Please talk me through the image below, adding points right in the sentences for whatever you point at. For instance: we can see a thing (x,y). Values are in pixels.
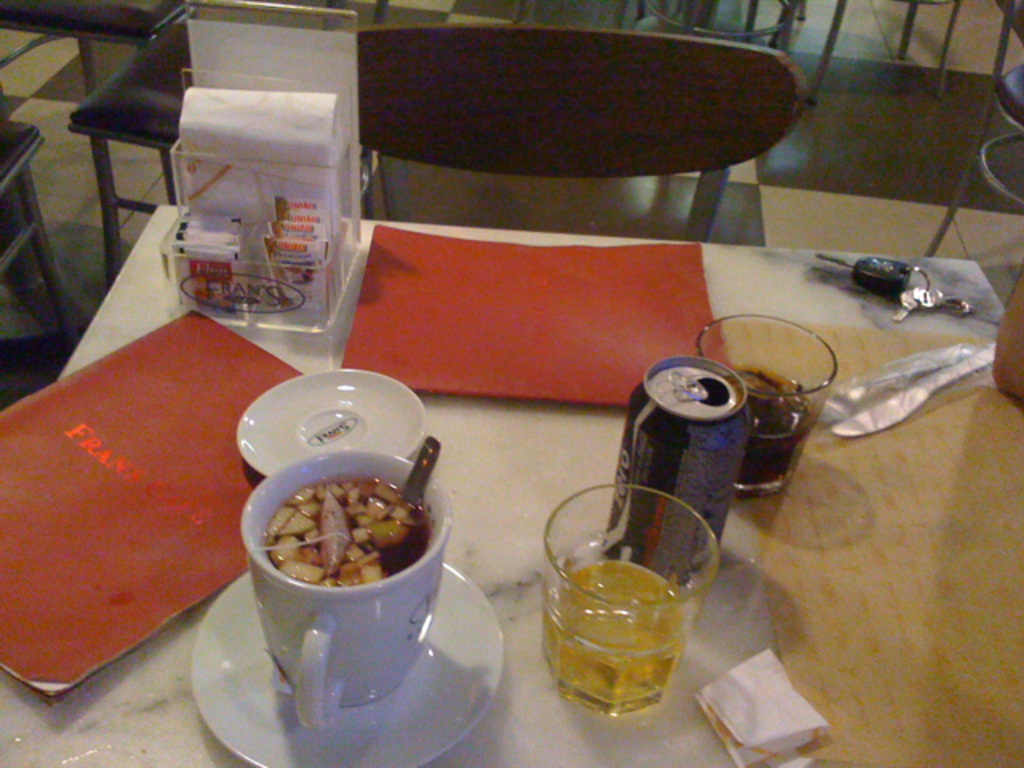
The image consists of a table (46,708) and on the table (141,722) there is a food (423,544), two menu cards (548,292) and a key chain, knife (919,386) beside the table (798,282) there are some chairs (429,162).
